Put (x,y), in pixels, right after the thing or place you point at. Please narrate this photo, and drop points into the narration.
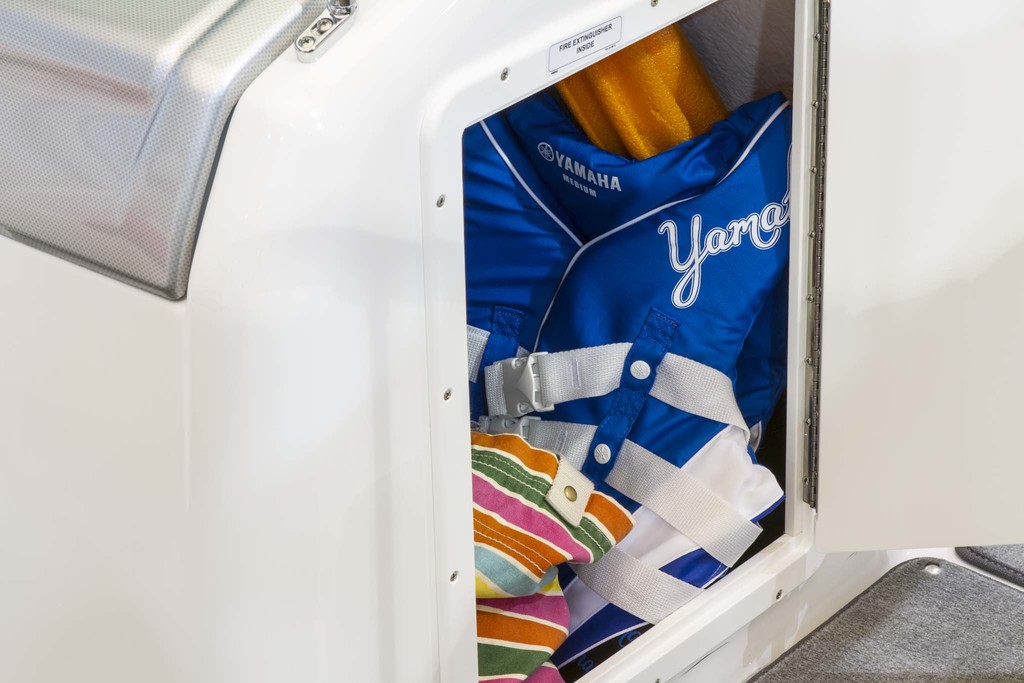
In this image we can see a white box (710,605) with some dress (637,326).
